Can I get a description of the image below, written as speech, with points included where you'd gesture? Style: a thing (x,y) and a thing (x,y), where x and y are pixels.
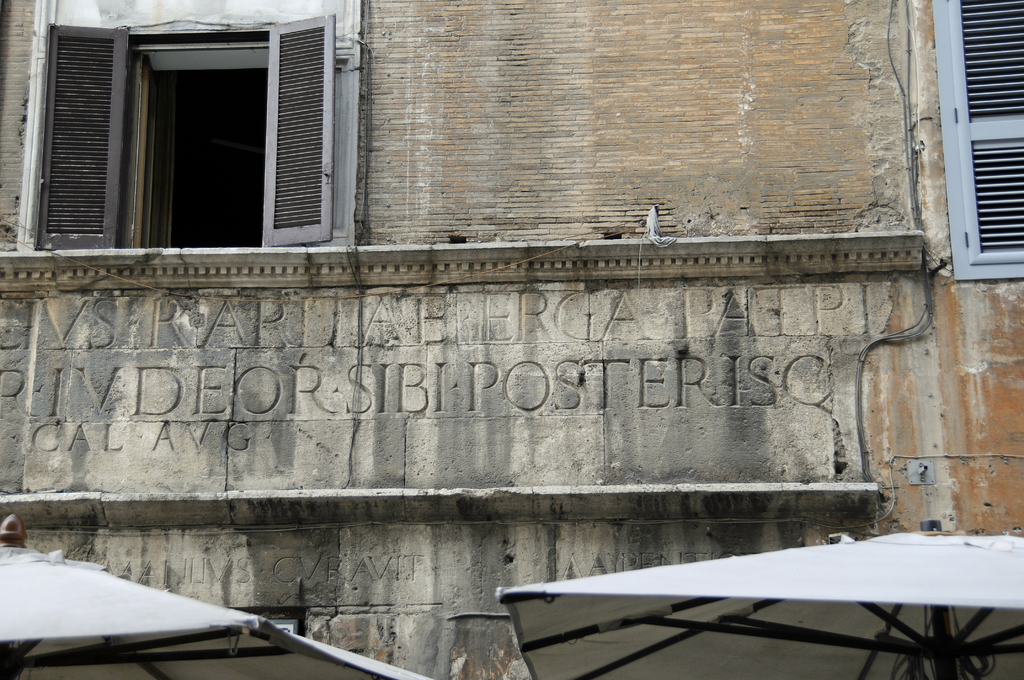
This is the outside view of a building (295,338) where we can see two windows (979,178) in this picture. And these two are the umbrellas (583,627).
